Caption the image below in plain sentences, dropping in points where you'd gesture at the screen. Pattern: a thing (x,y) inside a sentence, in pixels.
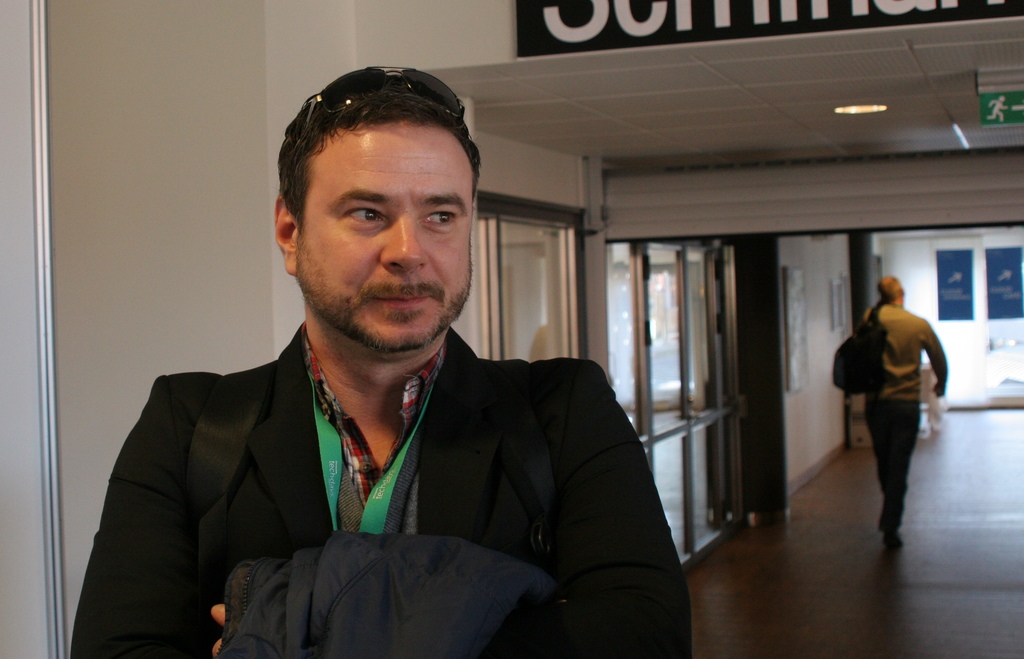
In this picture there is a man (286,248) wearing black color coat (441,415) is standing and looking on the right side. Behind there is a big lobby (806,502) with glass door (620,335) and a man (878,453) with bag pack (870,380) is walking in the lobby (778,382).
